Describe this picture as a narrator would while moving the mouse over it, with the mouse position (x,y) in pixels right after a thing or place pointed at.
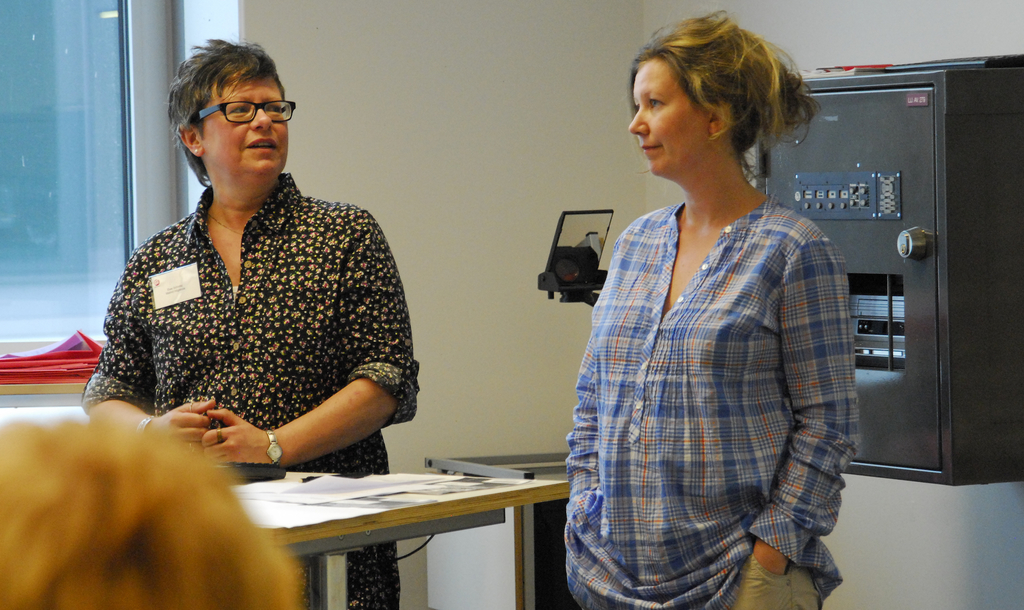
In this image i can see on the left (14,147) there is a window (28,202). near to the window (3,122) there is a woman (267,337) wearing a black color shirt (212,361) and wearing a watch (273,459) and wearing a spectacles (233,103) and her mouth (258,146) was open. in front him there is a table (331,524), on the table (390,517) there are some papers (415,476). there is a woman (773,405) standing she wearing a blue color t-shirt (699,358). and back side of her there is a metal cabinet (877,171). and there is a wall (505,47).
